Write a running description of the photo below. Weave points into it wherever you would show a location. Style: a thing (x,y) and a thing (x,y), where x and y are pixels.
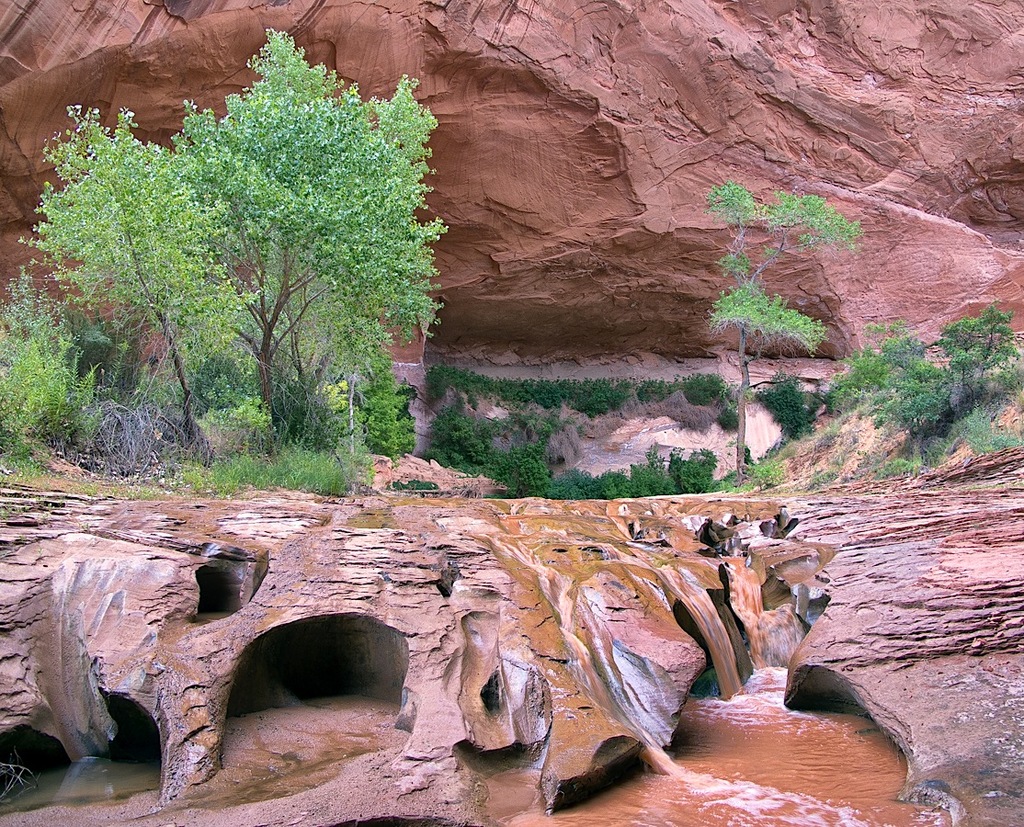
In this image we can see water (839,739) flowing from the rocks (176,651), we can see grass (657,388), trees (888,399) and the rock hills (523,65) in the background (606,179).
